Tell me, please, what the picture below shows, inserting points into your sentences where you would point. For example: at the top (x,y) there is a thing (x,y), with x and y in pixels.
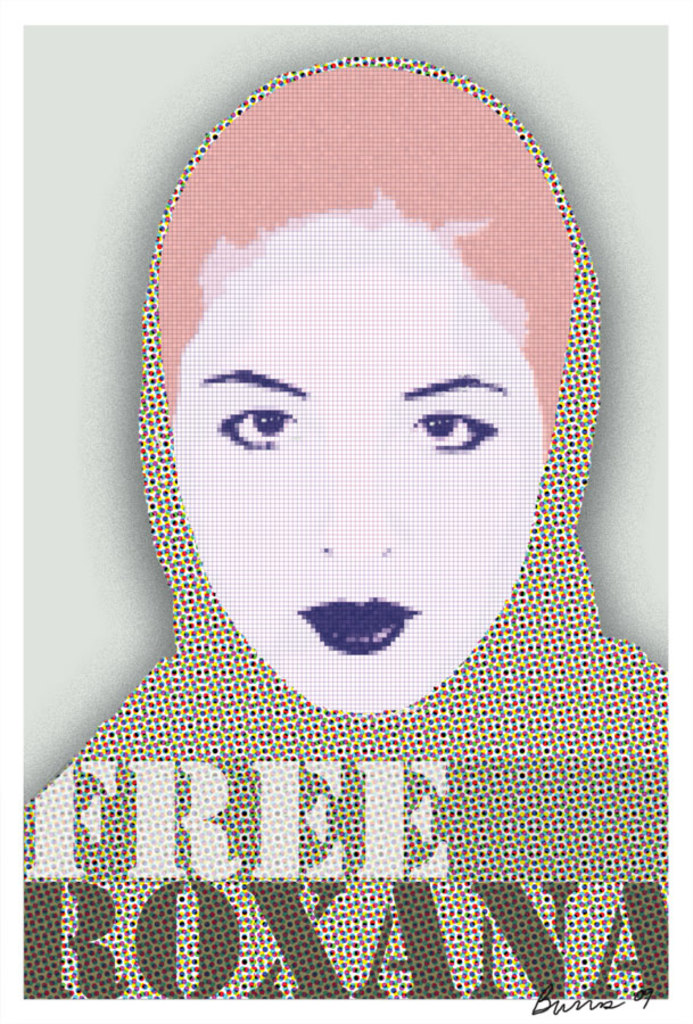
In this image there is a digital painting. There is a woman (371,433). Bottom of the image (241,845) there is some text (280,829).
